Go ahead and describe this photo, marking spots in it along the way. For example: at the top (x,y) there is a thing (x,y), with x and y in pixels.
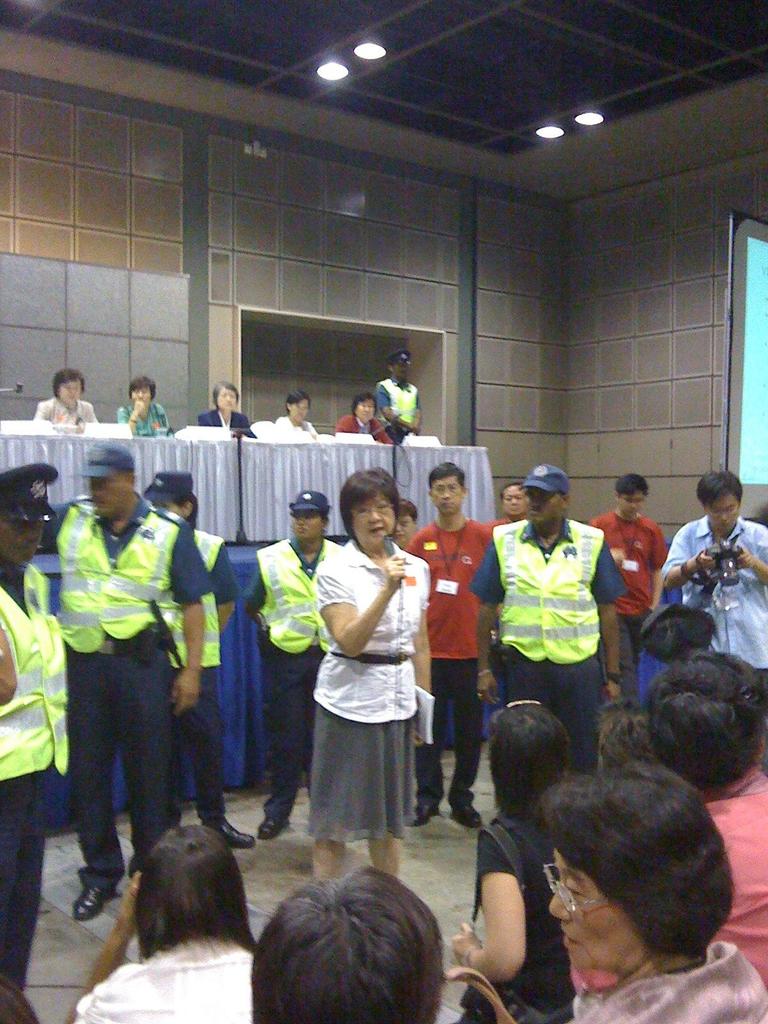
In this image, we can see a group of people (408,946) wearing clothes (571,642). There are some people (547,693) in front of the table (252,492) which is in the middle of the image (478,491). There are lights (585,118) on the ceiling (510,96) which is at the top of the image (441,93).
